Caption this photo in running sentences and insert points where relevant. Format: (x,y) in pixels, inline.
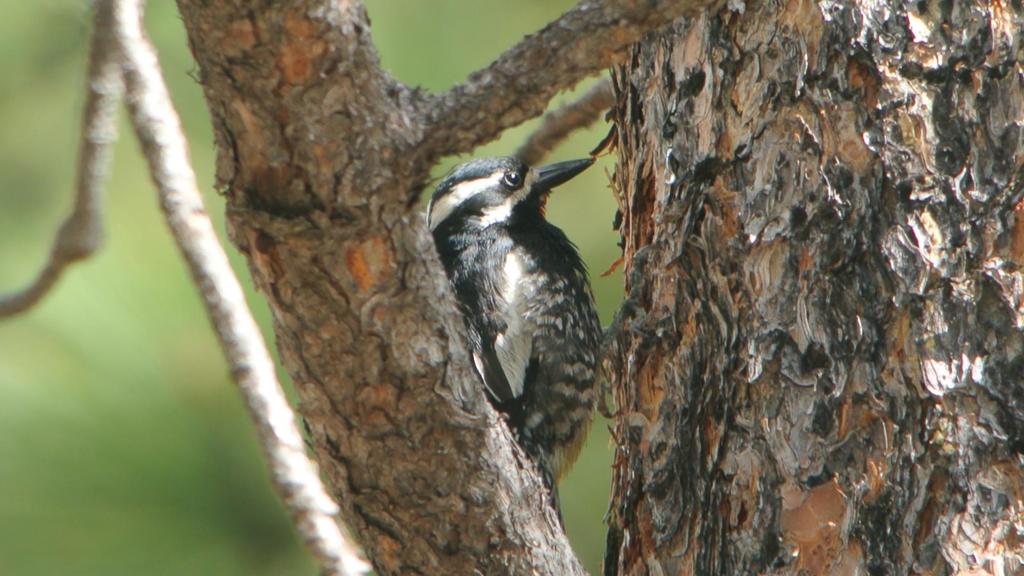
In this picture we can see a bird (451,177) near a tree (672,314) looking somewhere.
